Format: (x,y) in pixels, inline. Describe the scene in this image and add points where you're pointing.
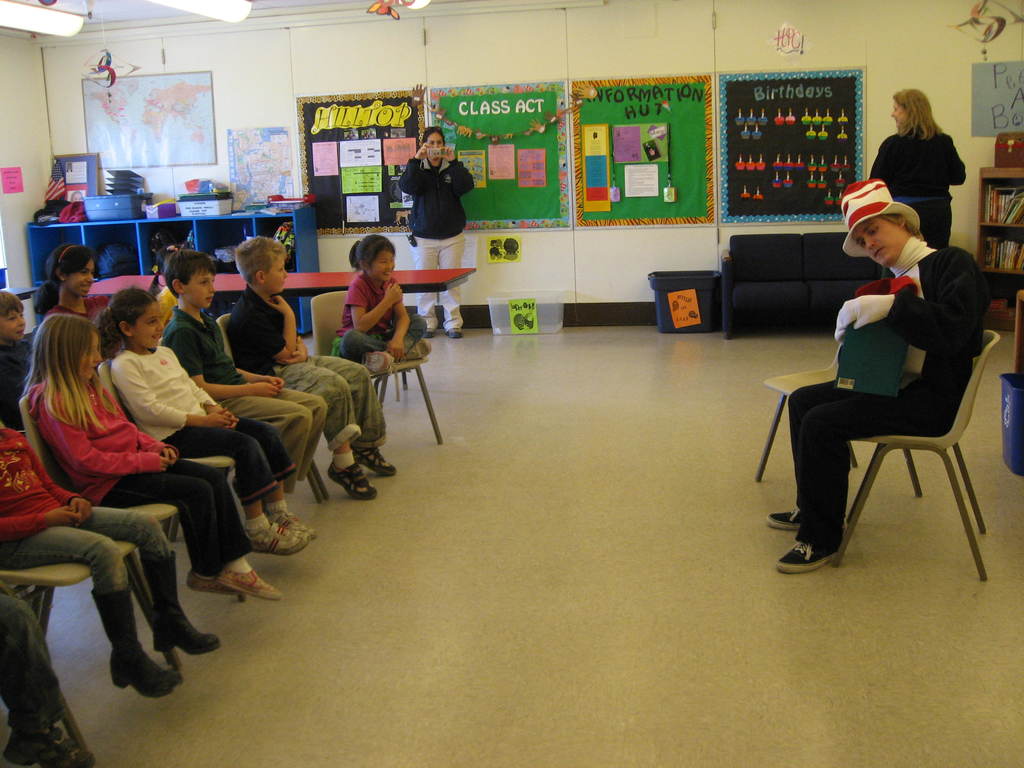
In this image I can see a man (895,270) and number of children (265,464) are sitting on chairs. In the background (995,113) I can see two persons (439,257), a table (295,276) and number of papers (103,134) on the wall (72,112). I can also see something is written on these papers (521,185) and on the left side (313,242) I can see blue colour racks (298,226).
